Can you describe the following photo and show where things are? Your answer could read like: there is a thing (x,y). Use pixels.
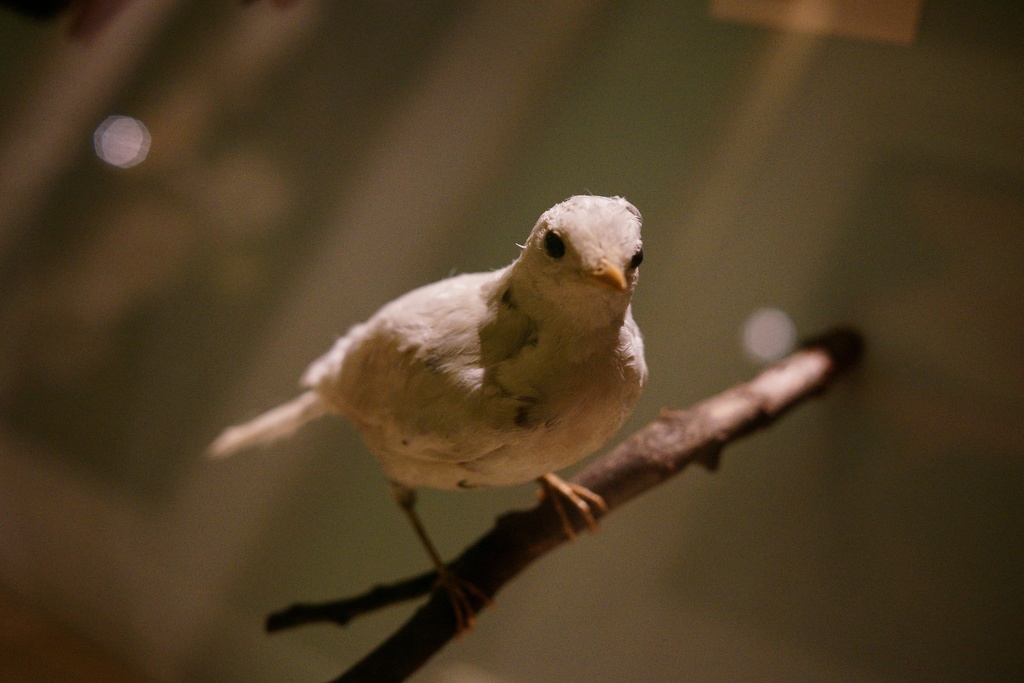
In this image we can see a bird (558,371). A bird (601,352) is sitting on the branch (583,479) of the tree (550,517).
